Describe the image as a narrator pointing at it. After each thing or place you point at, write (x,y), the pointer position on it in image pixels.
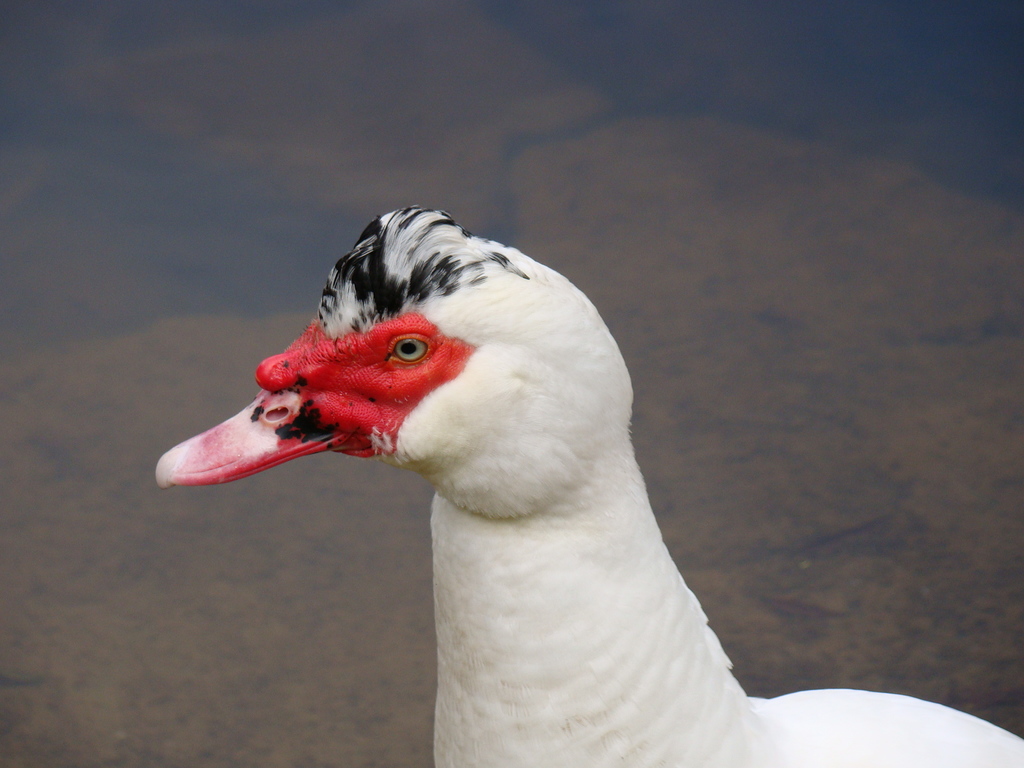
In this image we can see a white bird (517,447).
